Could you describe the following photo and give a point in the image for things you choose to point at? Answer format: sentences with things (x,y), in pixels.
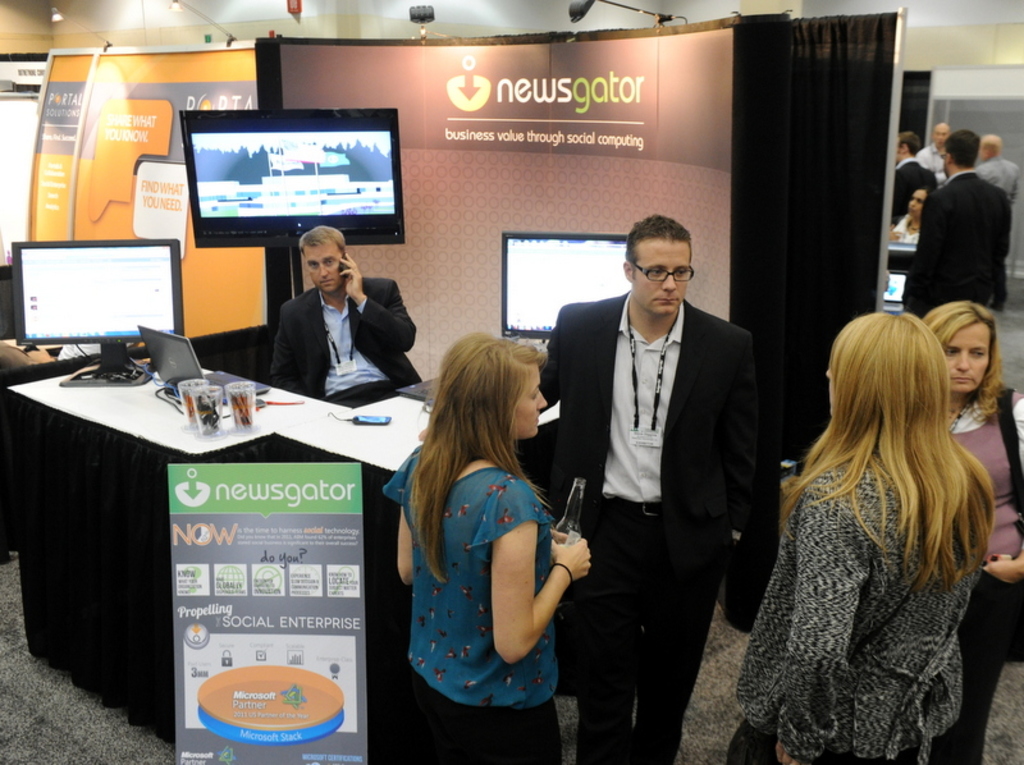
In this image I can see the group of people (862,526) with different color dresses (726,433). I can see one person (295,350) sitting in-front of the table (179,448). On the table (160,442) I can see the screens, laptop (178,366), cups (189,414) and few more objects (177,408). In the background (71,116) I can see the boards (457,141) and few more people (963,214). I can see the lights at the top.
